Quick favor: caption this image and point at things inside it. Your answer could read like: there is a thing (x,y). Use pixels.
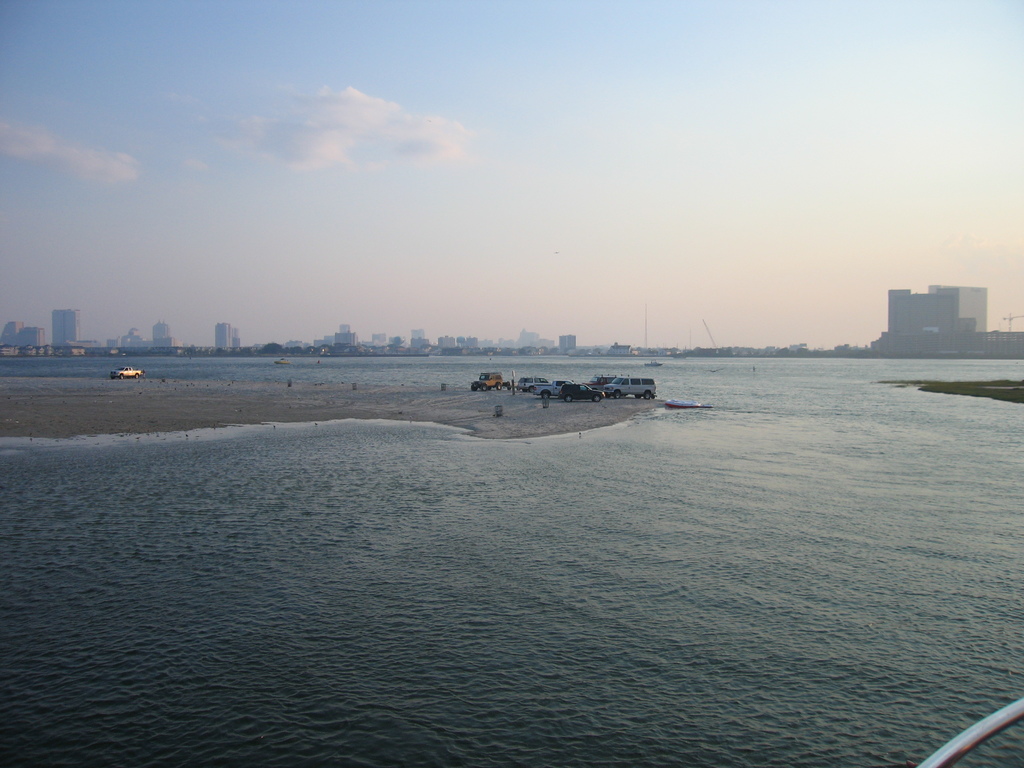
In this picture I can see many vehicles (488,383) on the beach (584,404). On the bottom (741,656) I can see the river (843,464). In the background (962,348) I can see the crane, skyscrapers (159,344) and buildings (417,348). At the top (591,198) I can see the sky (626,156) and clouds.
